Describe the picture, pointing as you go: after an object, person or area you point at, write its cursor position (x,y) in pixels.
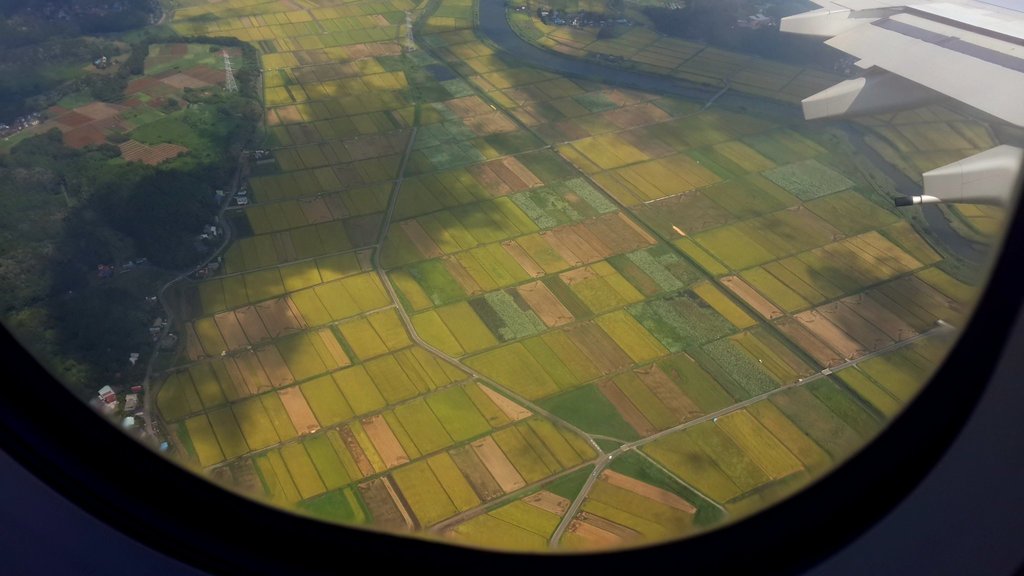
In this image we can see the inside of an aircraft (934,532). We can see a part of the aircraft (963,60) at the right side of the image (943,70). There are many agricultural fields (683,188) in the image. There is a road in the image. There are many houses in the image. There are many trees (130,377) in the image.
